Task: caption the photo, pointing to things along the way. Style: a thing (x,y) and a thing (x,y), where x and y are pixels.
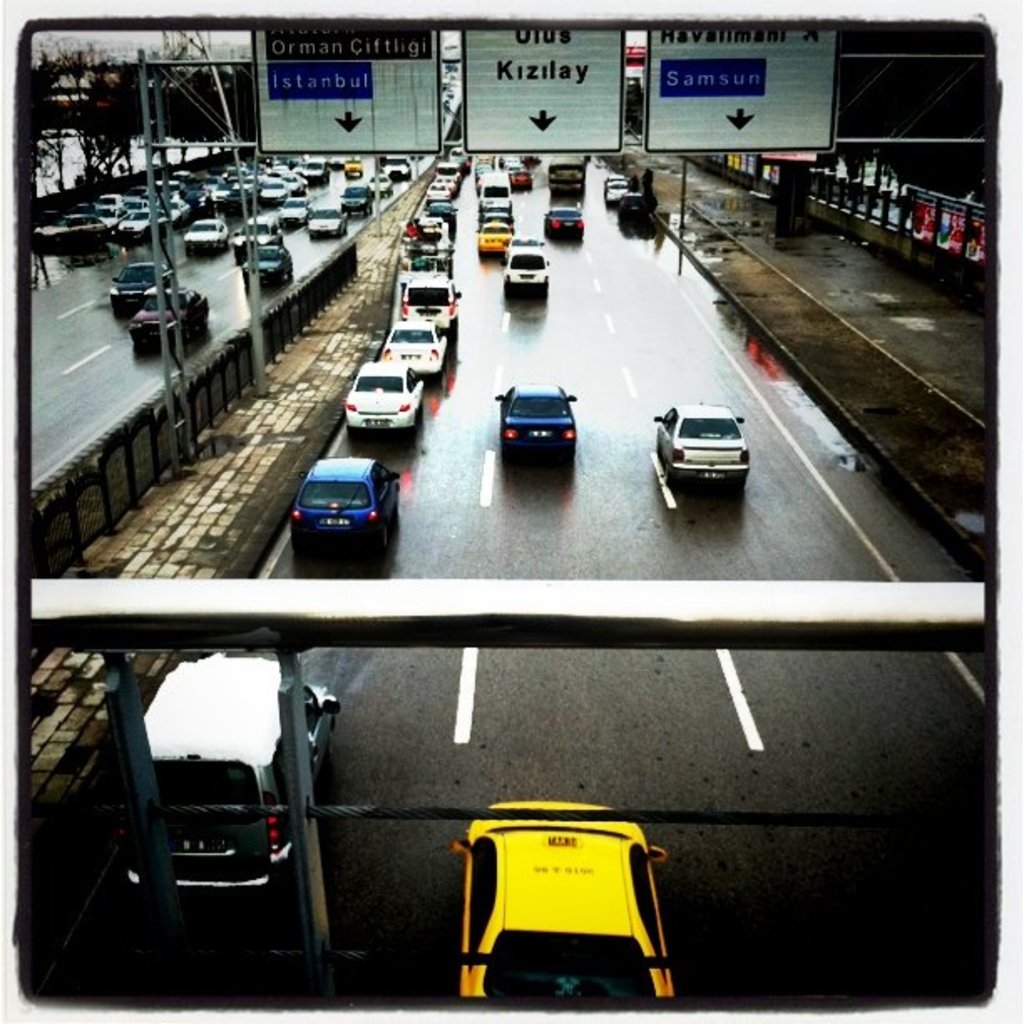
In this image we can see vehicles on the road (360,968), there are roads (360,968), there are boards (567,69) with text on them, there are railings (946,225), also we can see some plants (117,117).
